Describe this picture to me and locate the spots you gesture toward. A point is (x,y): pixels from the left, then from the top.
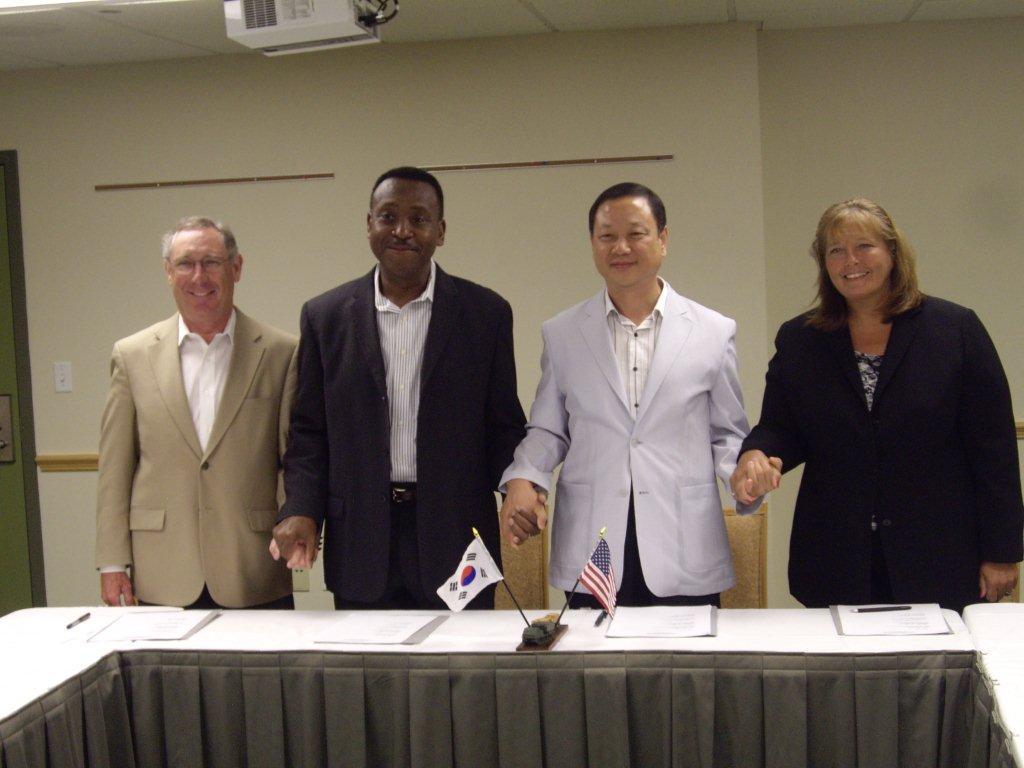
In the background (444,137) we can see the wall (444,137). At the top (608,7) we can see the ceiling (204,52) and a projector device (307,10). We can see people (711,455) standing near to a table (48,678). They are holding their hands (308,555) and smiling. On the table (897,652) we can see papers (939,630), pens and flags (592,561).
